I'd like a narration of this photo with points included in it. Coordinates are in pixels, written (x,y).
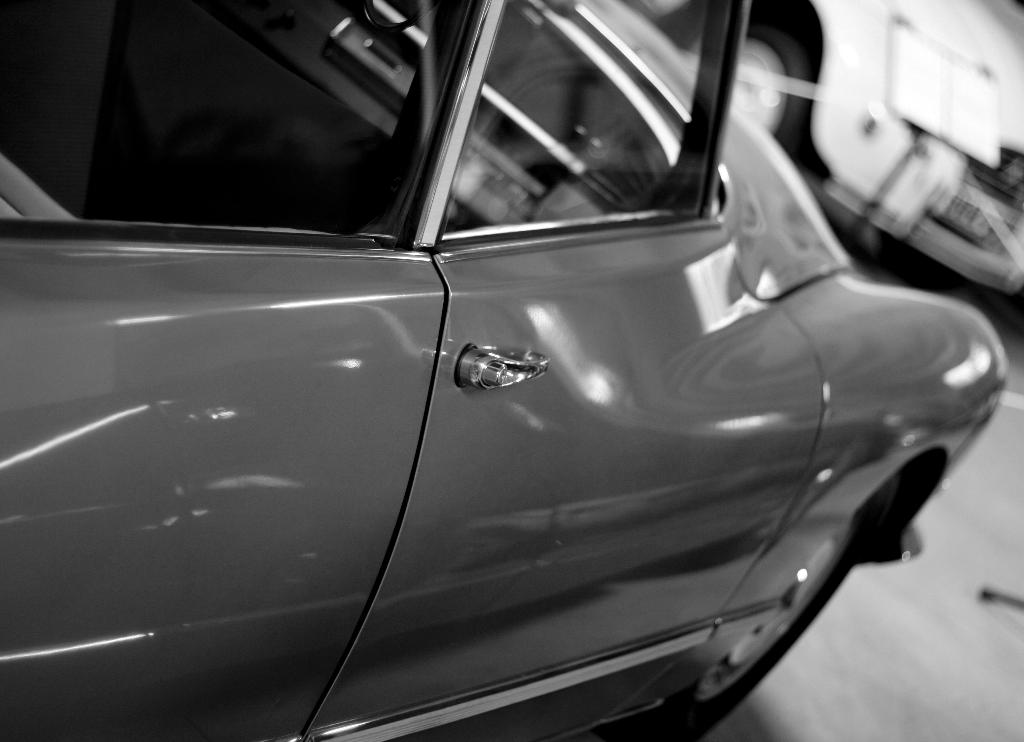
In the picture we can see a side view of a car door (594,545) and handle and in the front of it, we can see another car (767,92) which is white in color.
